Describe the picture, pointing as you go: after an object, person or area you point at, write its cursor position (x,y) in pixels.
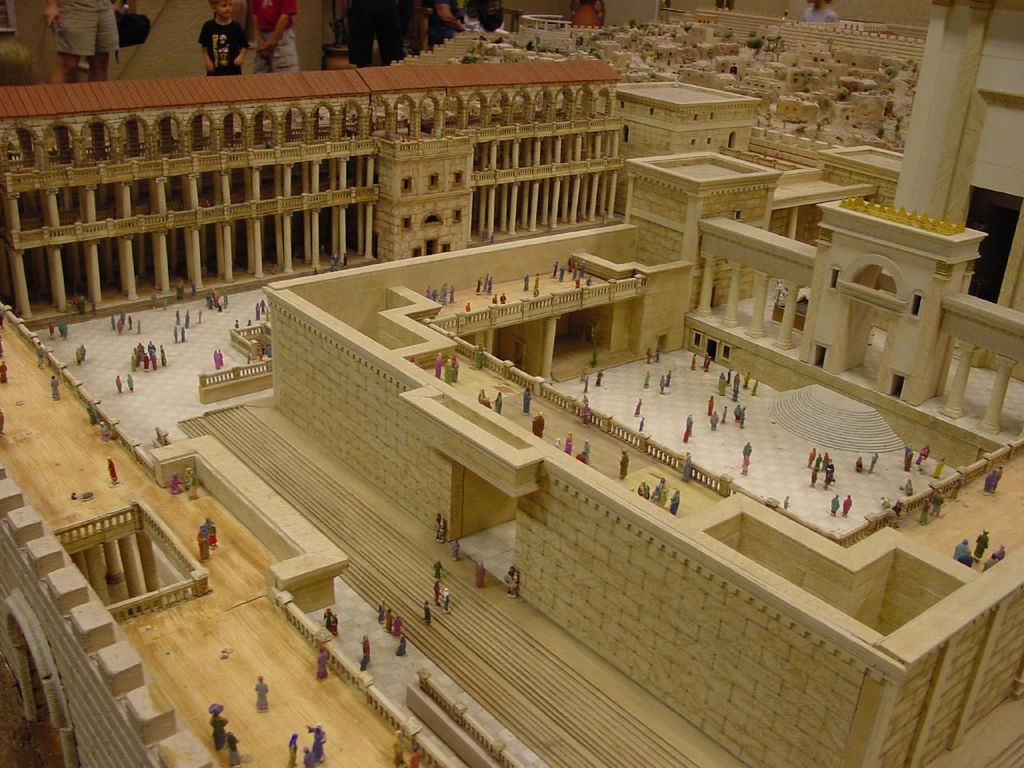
In this image I can see group of people (819,464) some are standing and some are walking. I can also see buildings (261,140) in cream color, background (366,61) I can see few other people (234,46) standing.
